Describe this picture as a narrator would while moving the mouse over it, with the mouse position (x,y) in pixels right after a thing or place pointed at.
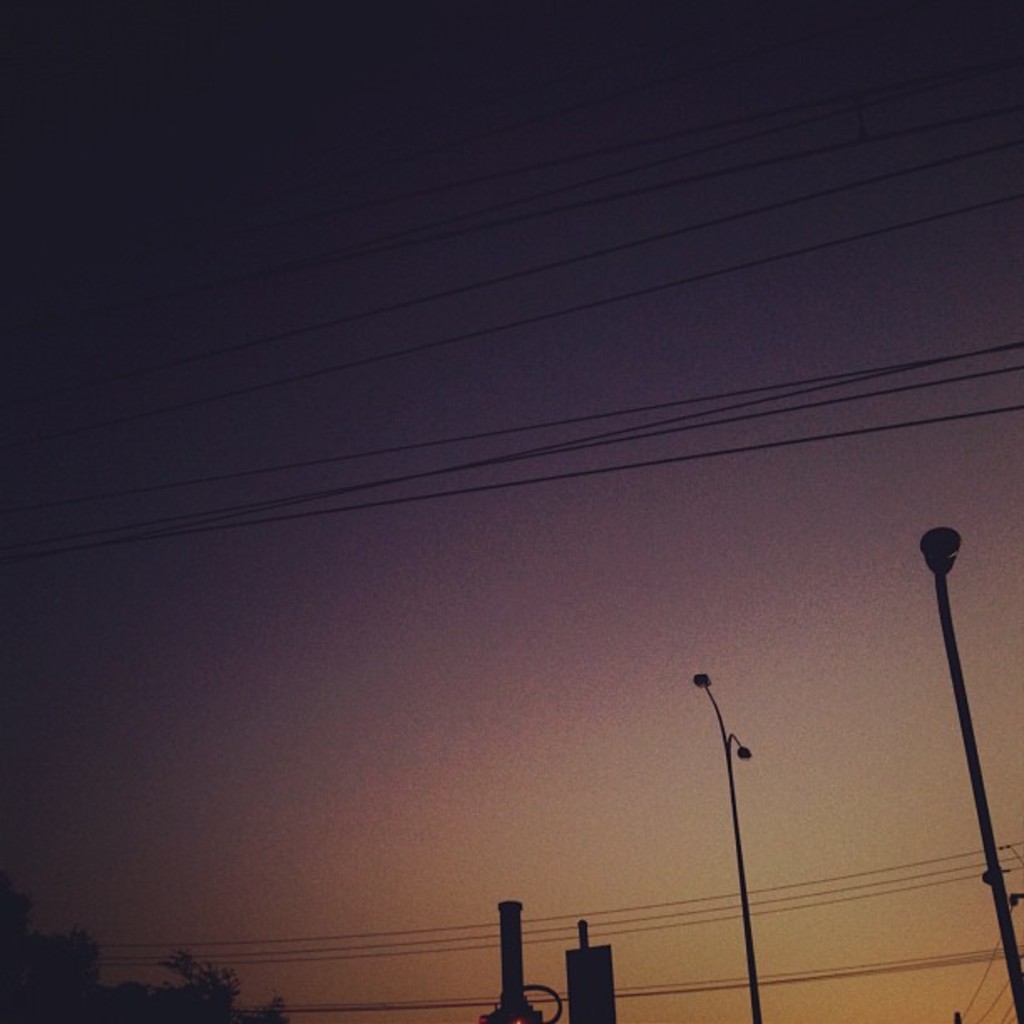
In this picture there are poles (979,790) in the foreground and there are wires (765,906) on the poles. In the bottom left (195,1002) there is a tree (86,937). At the top (521,304) there is sky (676,476) and there are wires (474,181).
